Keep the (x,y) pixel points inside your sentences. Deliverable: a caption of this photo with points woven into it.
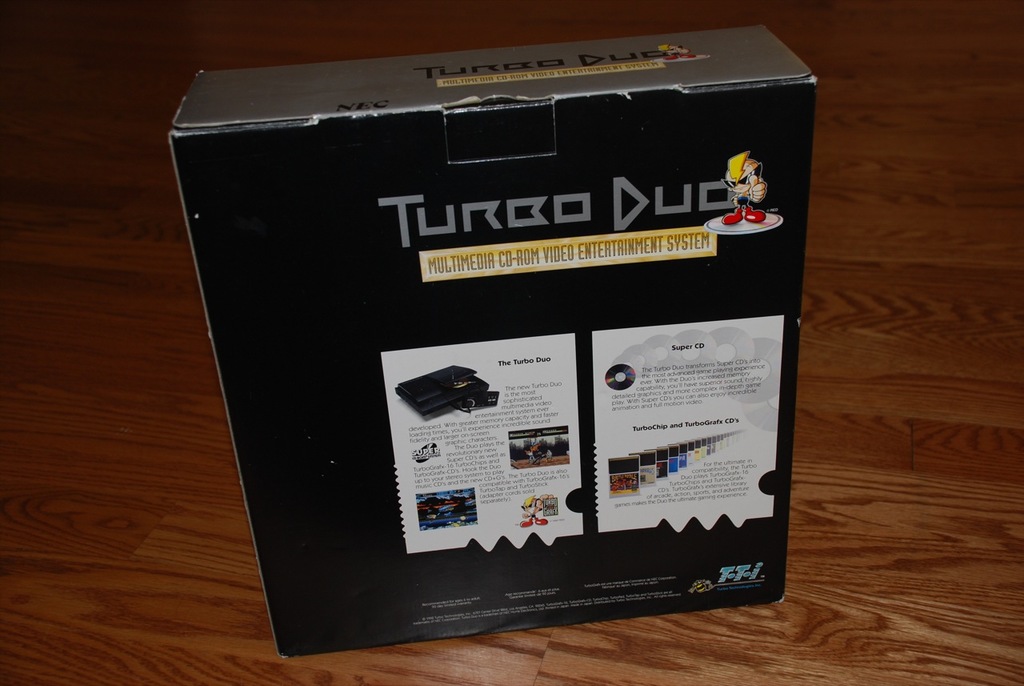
This image consists of a box (444,343) in black color. It looks like a video game box (483,383). At the bottom (236,675), there is a floor (129,634).
